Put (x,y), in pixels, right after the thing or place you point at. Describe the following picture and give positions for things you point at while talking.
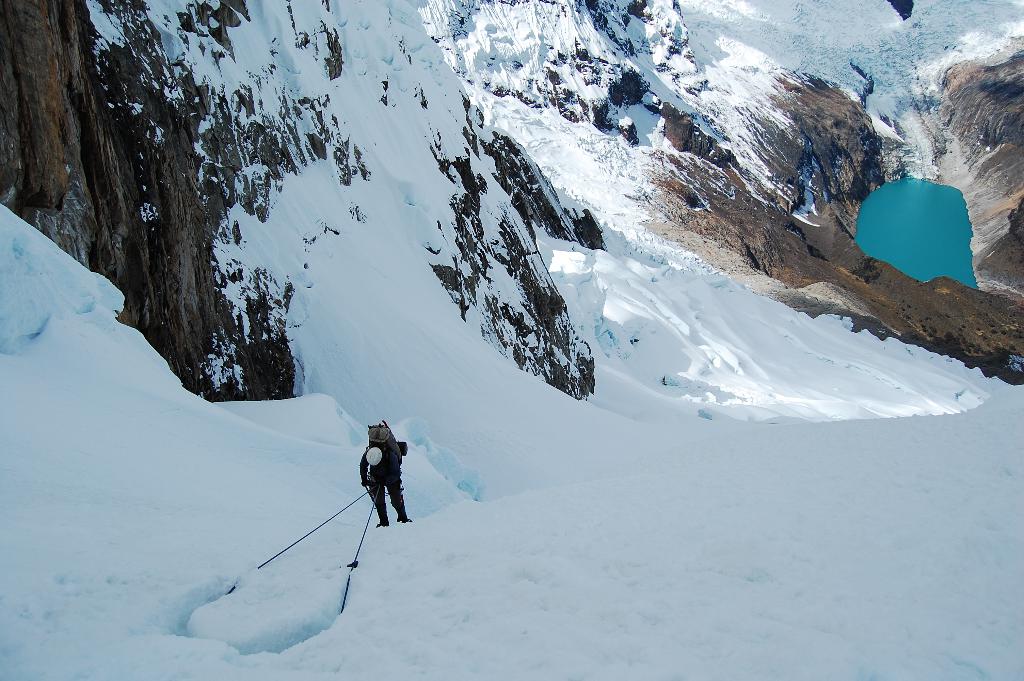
In the image there is a man (376,481) climbing a mountain (510,539), the total area (457,511) is covered with a lot of snow (401,65) and mountains (482,165) and in between a valley (984,204) there is a small pond (930,219).
